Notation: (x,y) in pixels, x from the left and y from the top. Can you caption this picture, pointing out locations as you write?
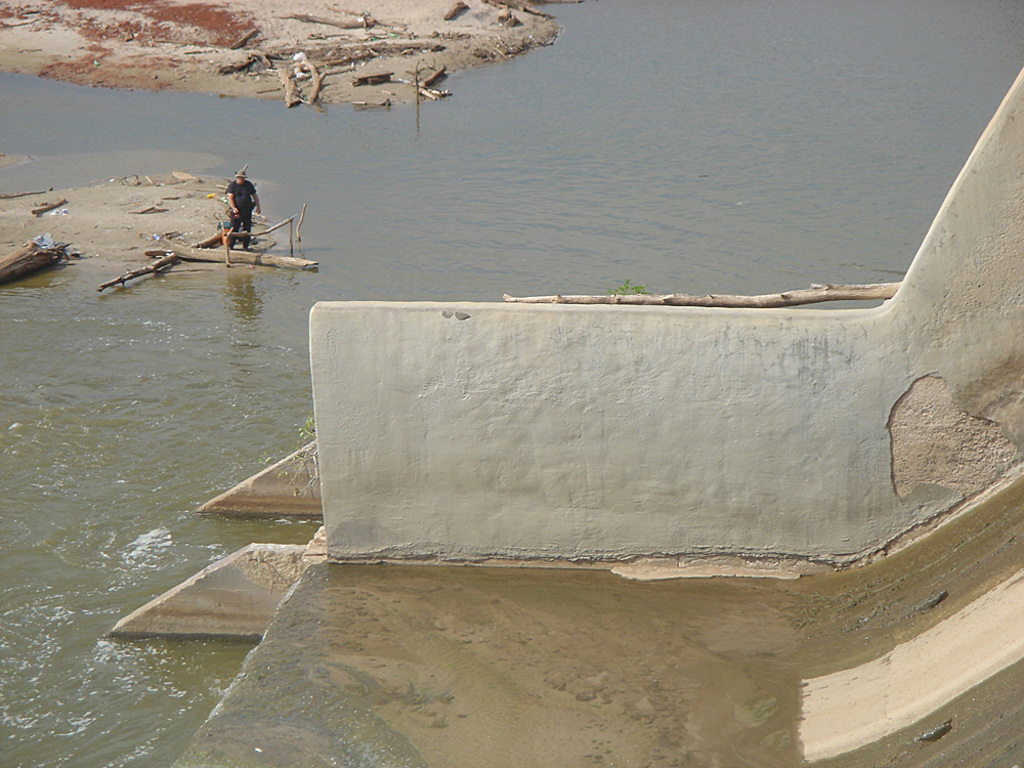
In this picture we can see a slide (747,613), wall (546,541), beside this wall (532,527) we can see water (673,635), person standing and some sticks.
